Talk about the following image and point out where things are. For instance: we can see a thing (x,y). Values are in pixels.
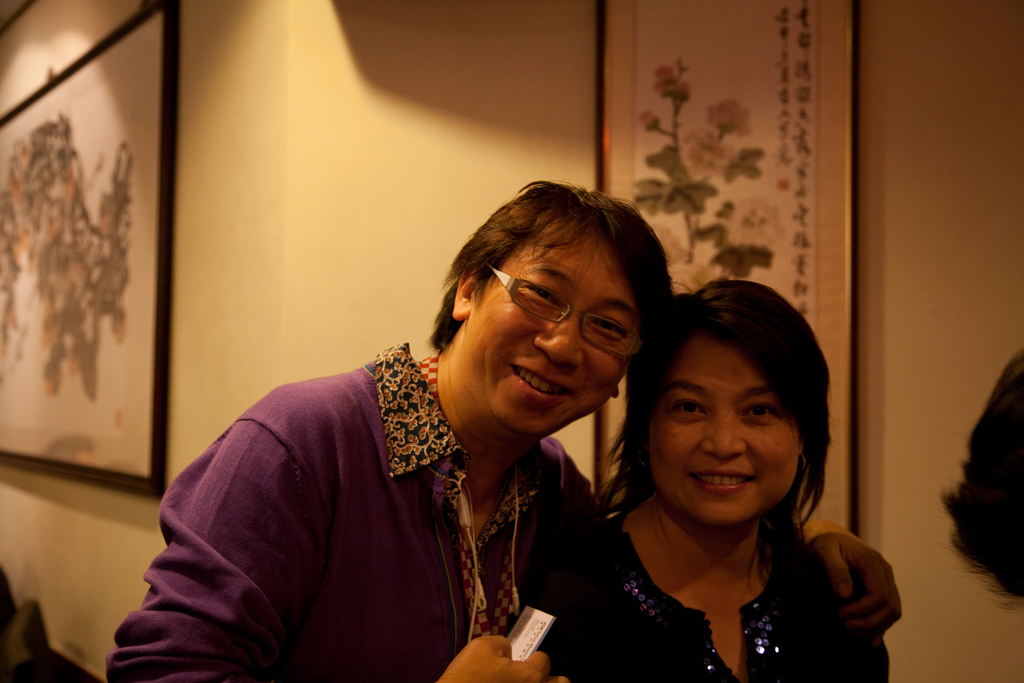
In this image, we can see two persons (577,513) wearing clothes (405,492). In the background (95,405), we can see wall hangings (747,180).
